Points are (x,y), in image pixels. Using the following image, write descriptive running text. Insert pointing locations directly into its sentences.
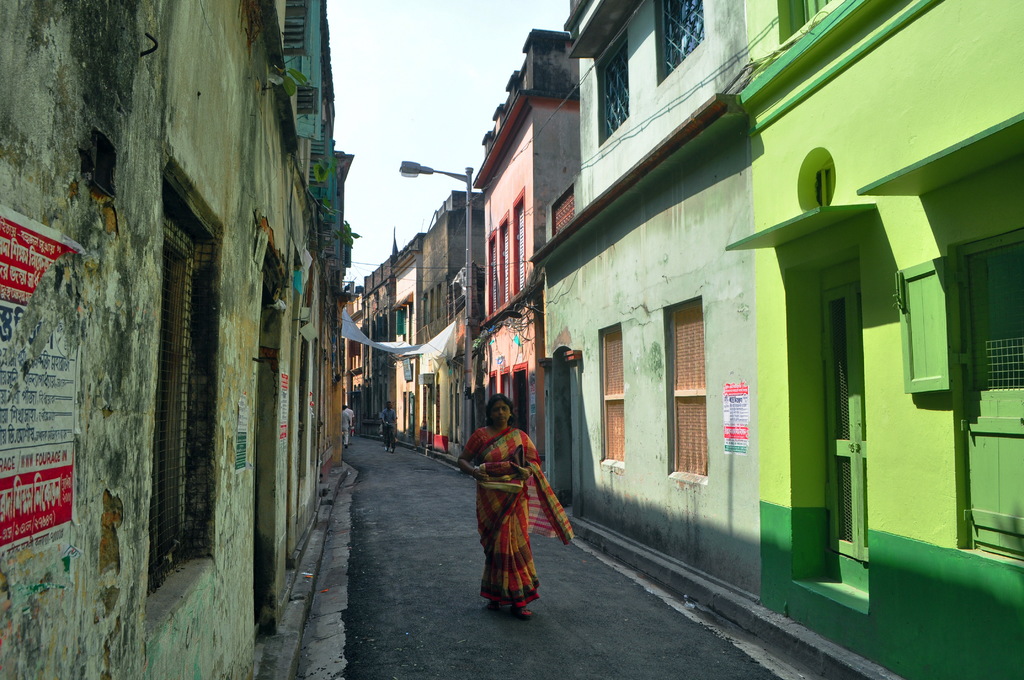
In this picture I can see a woman (522,563) is standing and wearing a saree (492,487). In the background (386,413) I can see a person (391,427) is sitting on a bicycle (391,440). Here I can see some buildings (517,265) and street light (468,272). In the background (406,99) I can see the sky (413,85).
